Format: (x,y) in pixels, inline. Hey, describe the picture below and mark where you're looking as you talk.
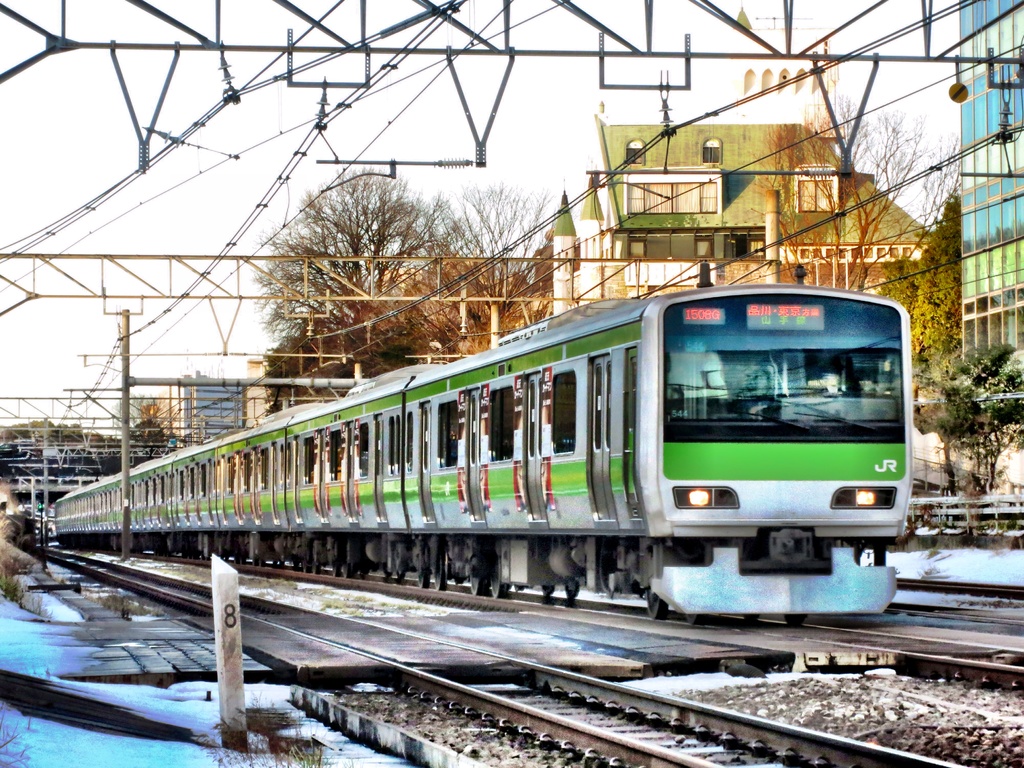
In this image I can see a train (317,453), buildings (969,161), trees (866,242), a track (327,579), poles (775,250) with some metal construction (126,273), electric wires (382,33) and signaling devices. At the top of the image (242,25) I can see the sky (245,14).
